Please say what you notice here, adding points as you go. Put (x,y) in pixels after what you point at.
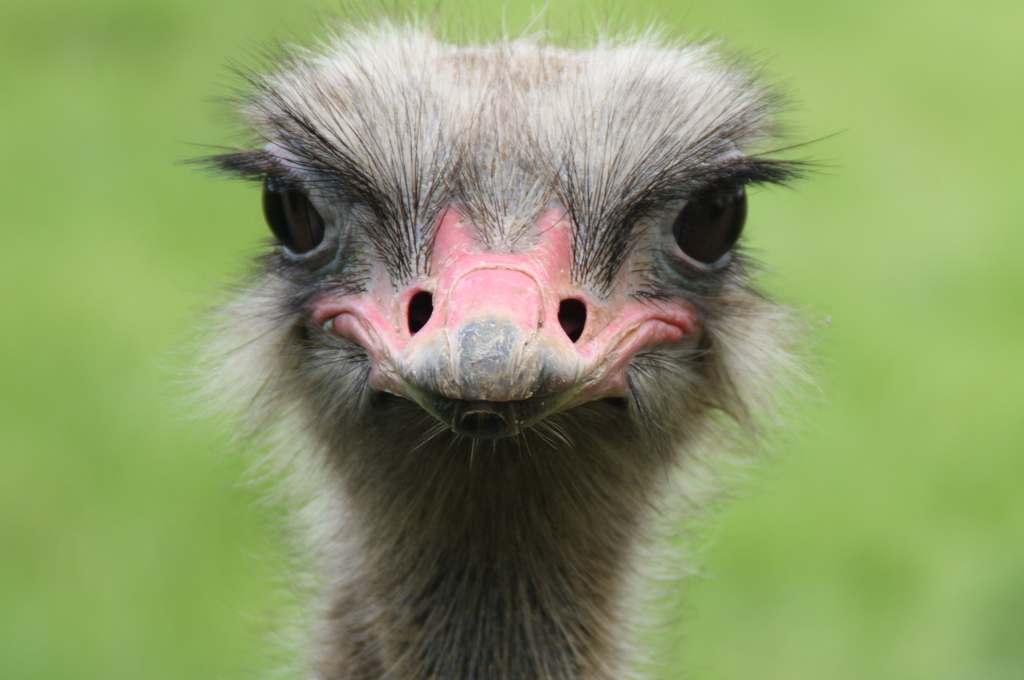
There is a face (402,335) of an ostrich (378,310) in the middle of this image (462,443).
